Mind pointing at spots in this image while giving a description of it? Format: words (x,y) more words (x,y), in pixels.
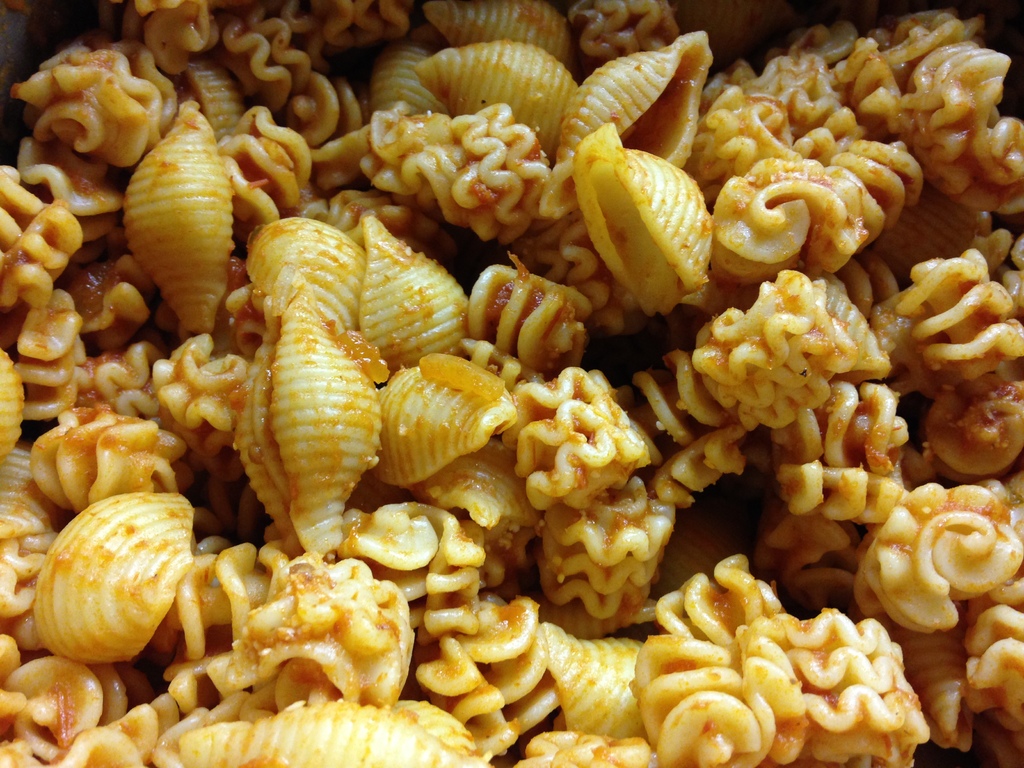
In this picture I can see the food (527,296).
